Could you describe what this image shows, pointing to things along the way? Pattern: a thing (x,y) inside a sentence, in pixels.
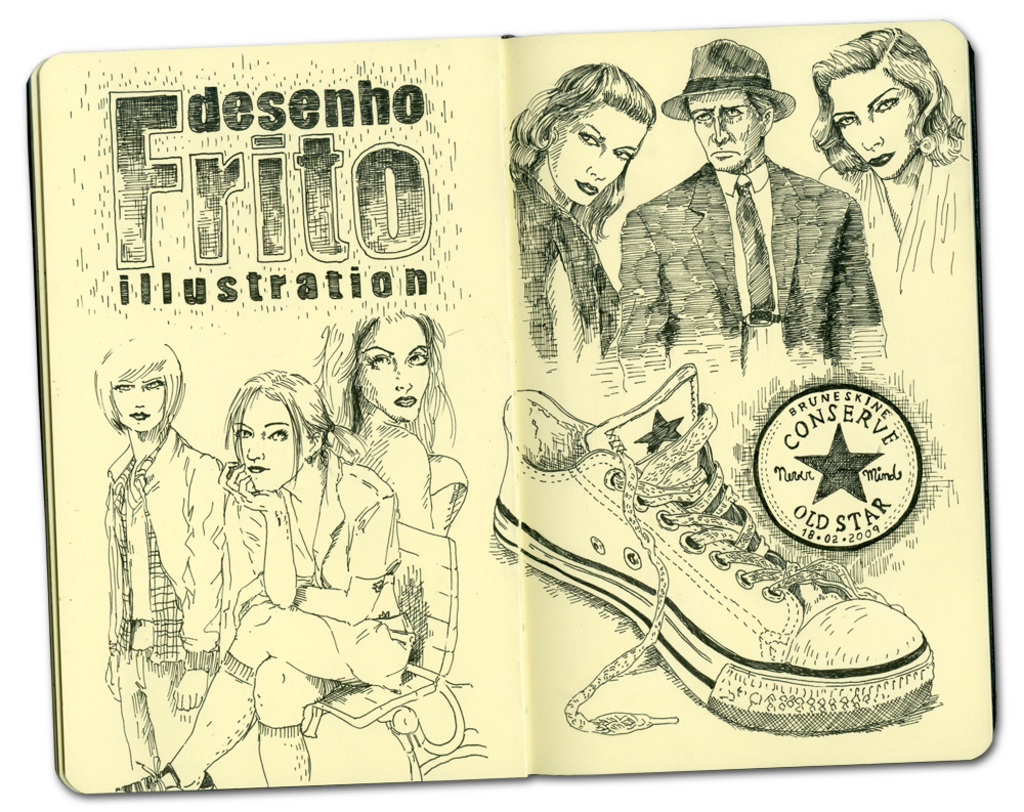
In this image we can see a book (506,538). We can see a drawing sketch (583,572) of persons (287,546), a shoe (625,593) and some text (327,229) on a book (362,262).
